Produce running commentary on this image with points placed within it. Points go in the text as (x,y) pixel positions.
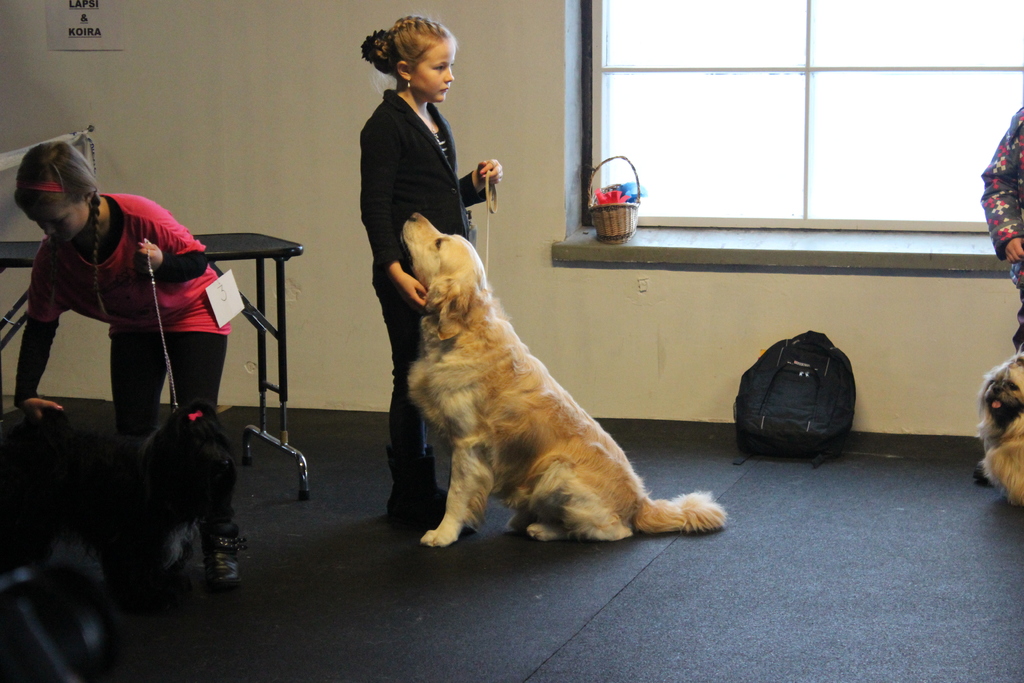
In this image we can see three children (405,512) standing on the floor (629,638) holding the dogs (434,366). We can also see a table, a bag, a paper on a wall (288,375) and a basket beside a window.
